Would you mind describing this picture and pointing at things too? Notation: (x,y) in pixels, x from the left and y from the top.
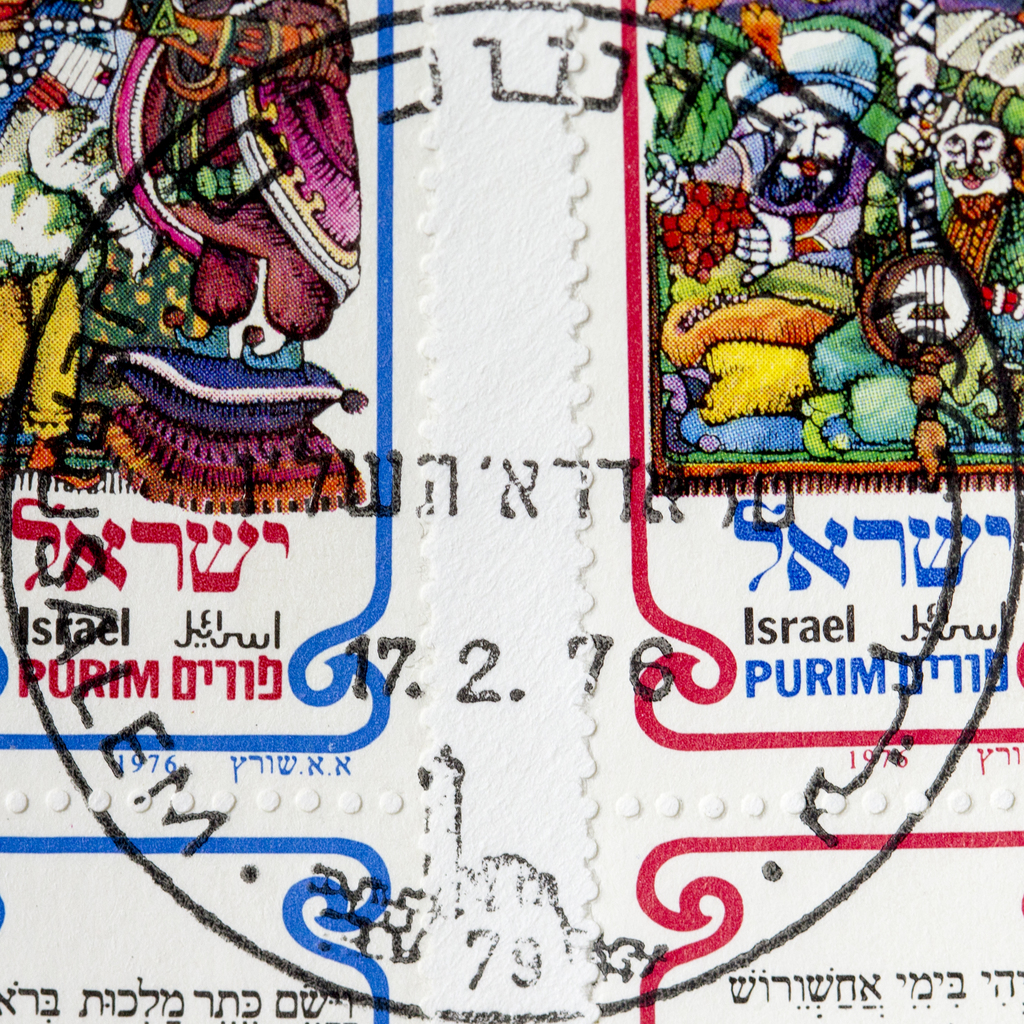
In this picture there is a close view of the stamp paper (823,618) with design (643,977) on it.
